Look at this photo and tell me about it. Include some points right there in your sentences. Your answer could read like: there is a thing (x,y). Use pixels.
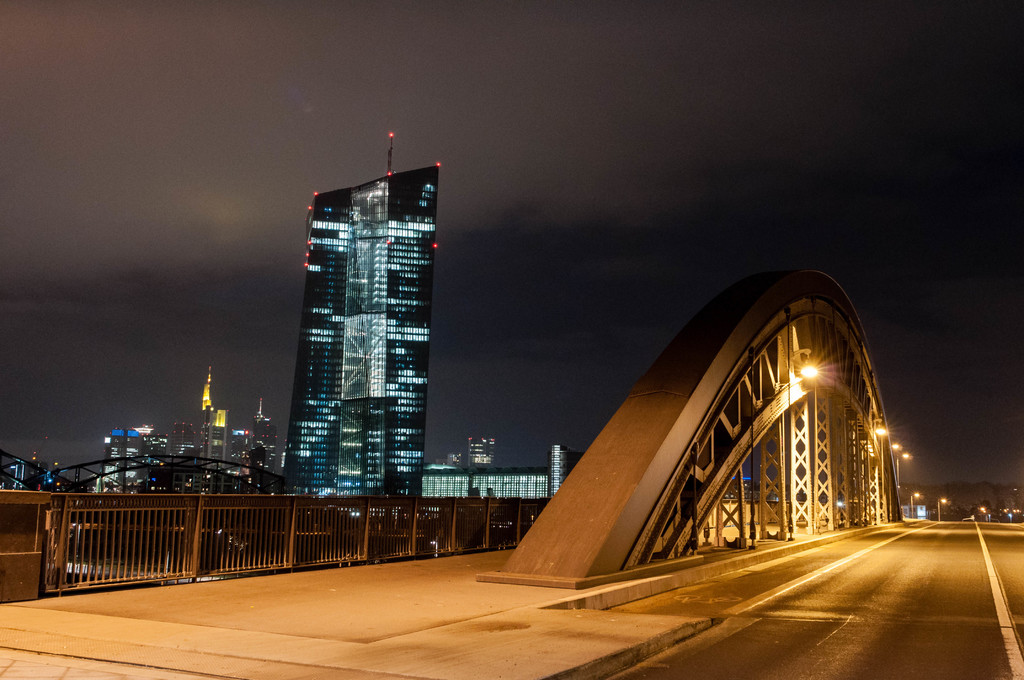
This is an image clicked in the dark. On the right side (932,583) there is a road (878,575). Beside the road (935,567) there is an arch (762,519) and lights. On the left side (197,540) there is a railing (416,528). In the background (295,461) there are many buildings (300,446) along with the lights (347,306). At the top of the image (636,137) I can see the sky (565,115).
